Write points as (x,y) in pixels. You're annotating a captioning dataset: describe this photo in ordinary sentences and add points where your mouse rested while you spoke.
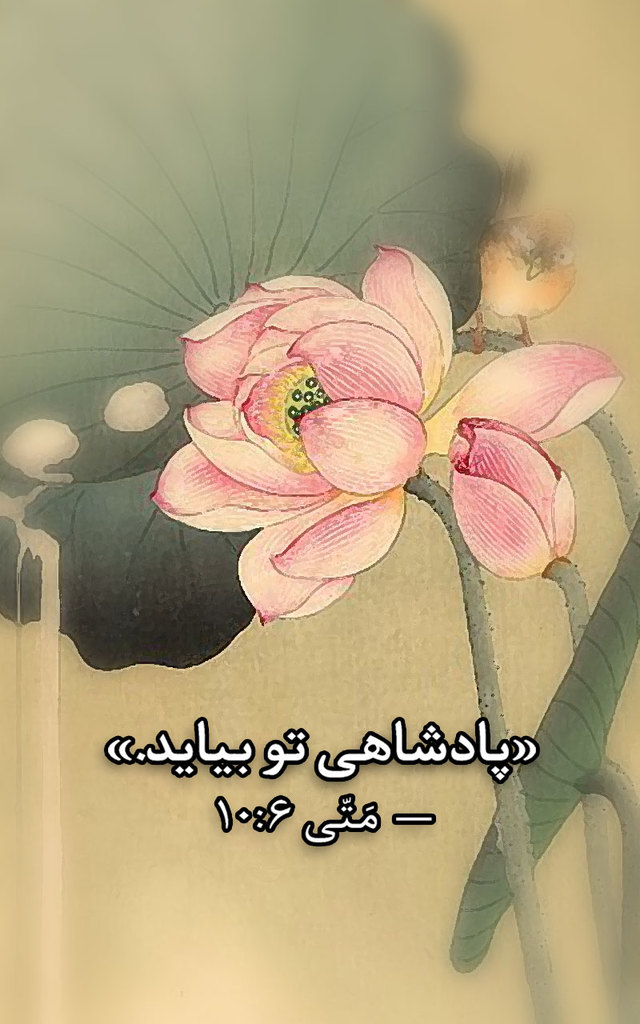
This is an edited image. On the right (435,282) we can see the picture of a flower (357,493) and a bird (511,289) and we can see the picture of the plant (124,181) and there is a bird (538,302) standing on the stem (478,349) of a plant (559,779). At the bottom (507,752) there is a text (507,752) on the image.
